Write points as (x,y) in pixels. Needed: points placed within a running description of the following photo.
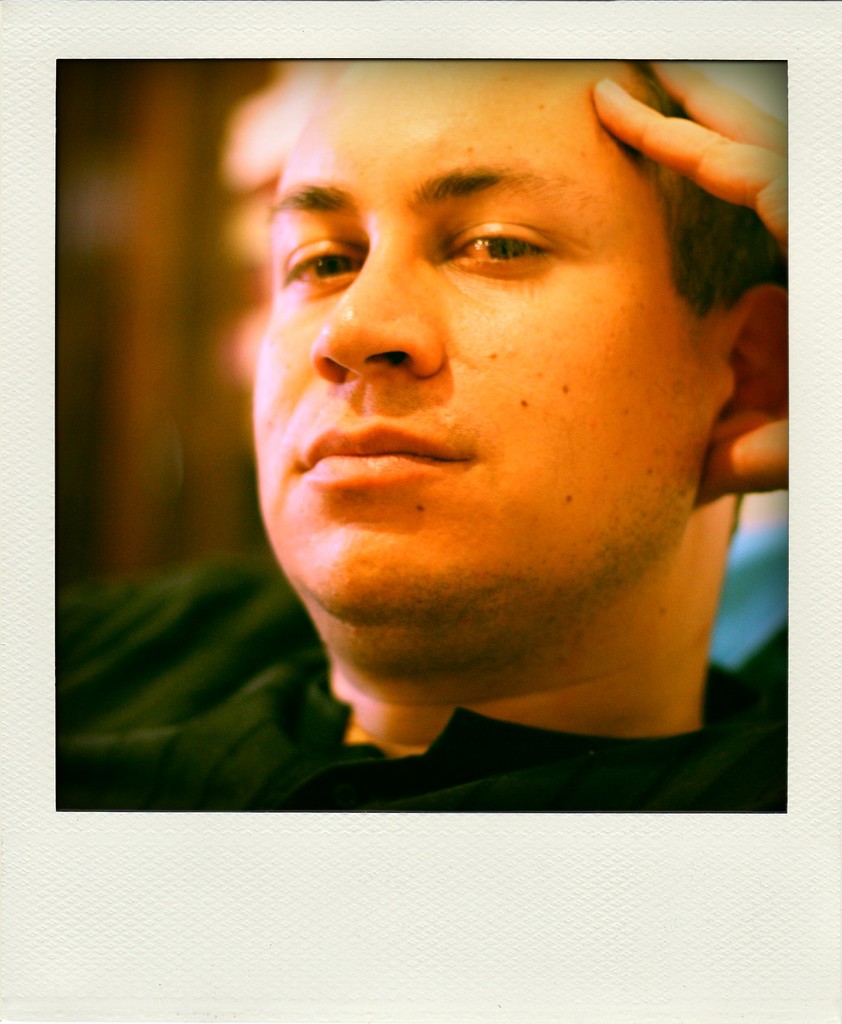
Here, we can see a picture of a man (148,607), he is holding his head (761,292).
